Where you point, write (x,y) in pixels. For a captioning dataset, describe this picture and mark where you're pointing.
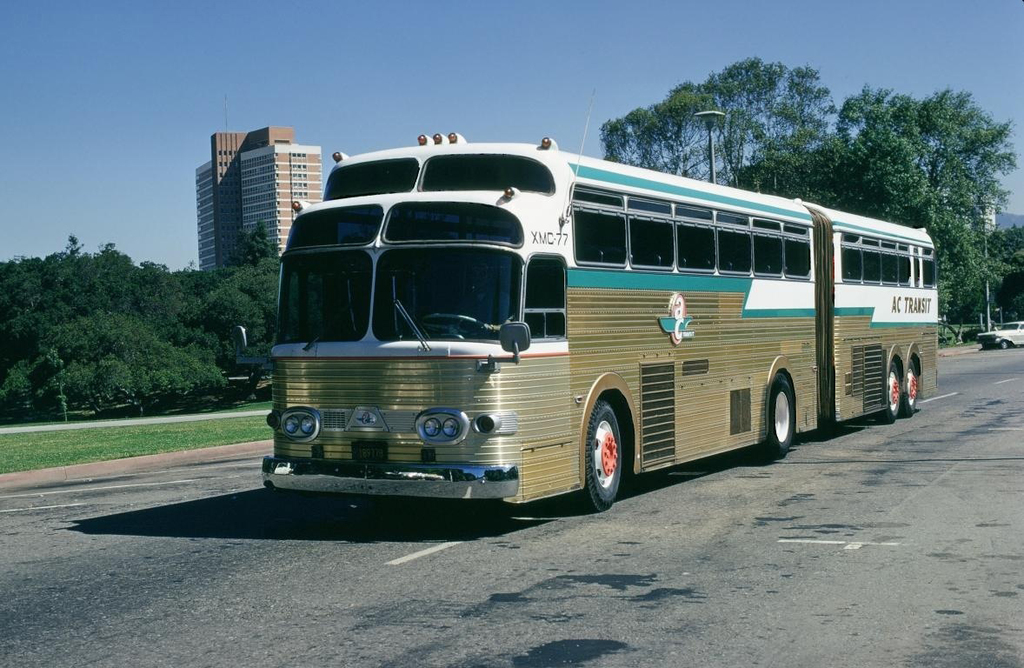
In this image we can see a bus (611,372) which is of gold color moving on the road (1018,388) and at the background of the image (81,272) there are some trees (955,208), buildings (273,130) and clear sky (191,43).
